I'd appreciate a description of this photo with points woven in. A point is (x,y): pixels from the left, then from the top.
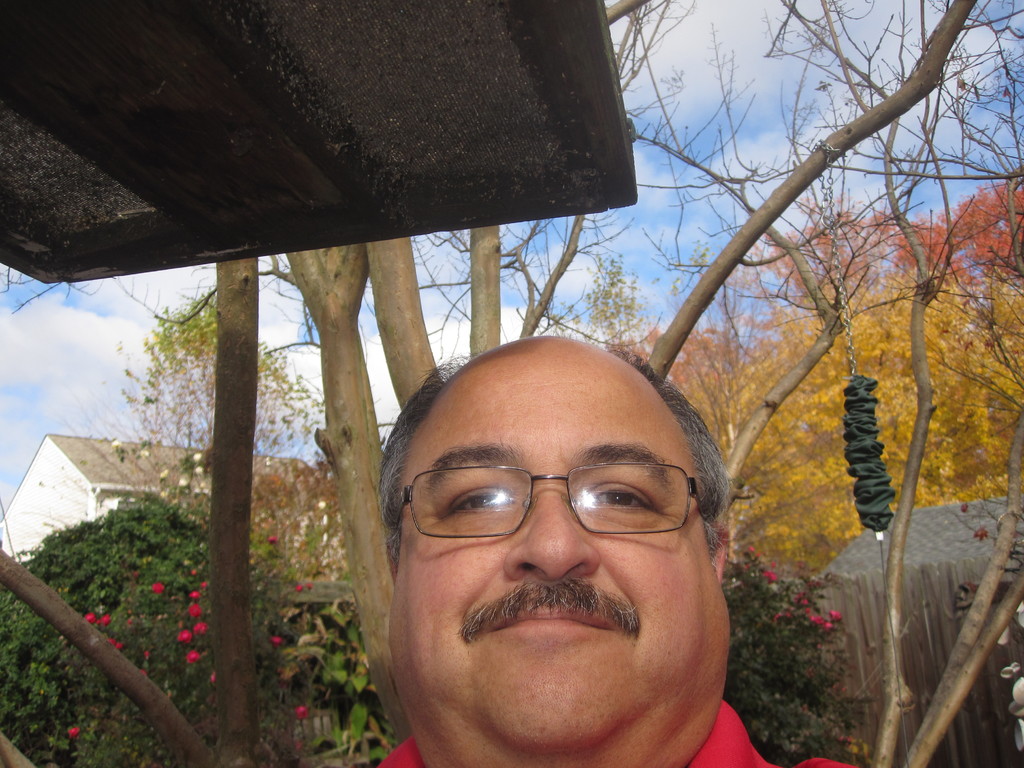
In this image I see a man (488,464) who is wearing spectacle (523,494) and I see a black color thing (236,98) over here. In the background (113,382) I see the trees (774,405) and I see flowers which are of red in color and I see the cloudy sky (502,314) and I see a building (71,512) over here and I see few more flowers (181,479) which are of white in color and I see a chain (849,359) over here and I see black color thing (855,439) connected to it.
